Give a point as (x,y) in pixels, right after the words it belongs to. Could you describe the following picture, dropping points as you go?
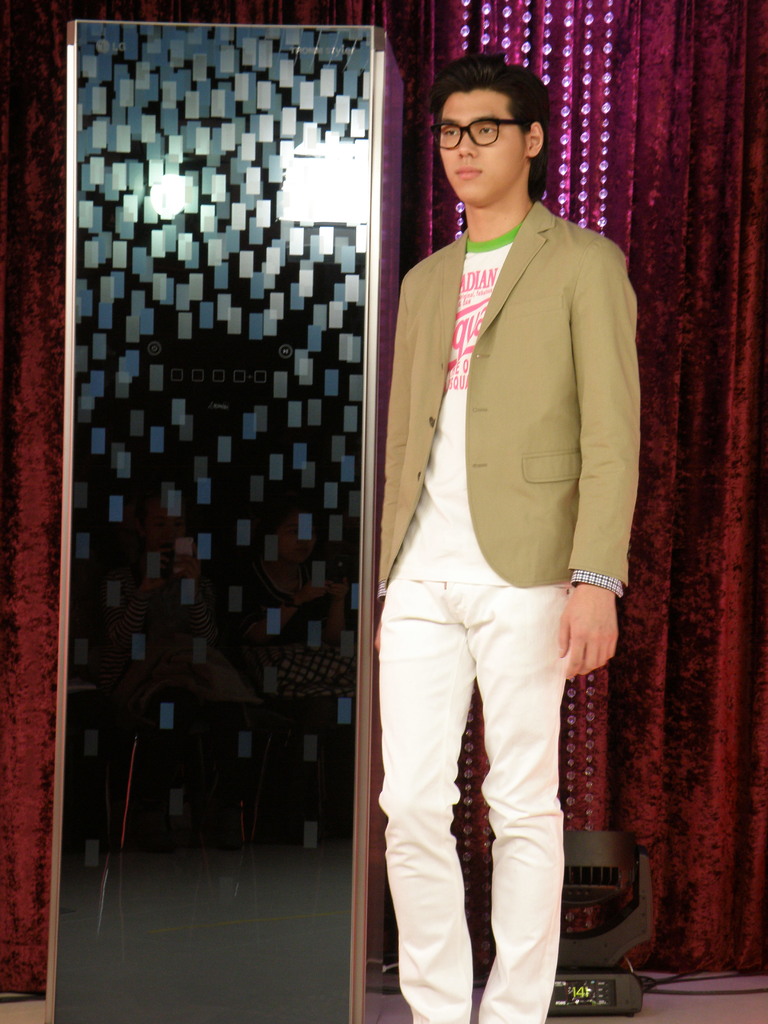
In this image, we can see a person (519,319) standing and wearing clothes (493,786). There is a box (243,657) on the left side of the image (183,435). There is a light (622,937) in the bottom right of the image (616,921). There is a curtain (659,411) on the right side of the image (638,533).
